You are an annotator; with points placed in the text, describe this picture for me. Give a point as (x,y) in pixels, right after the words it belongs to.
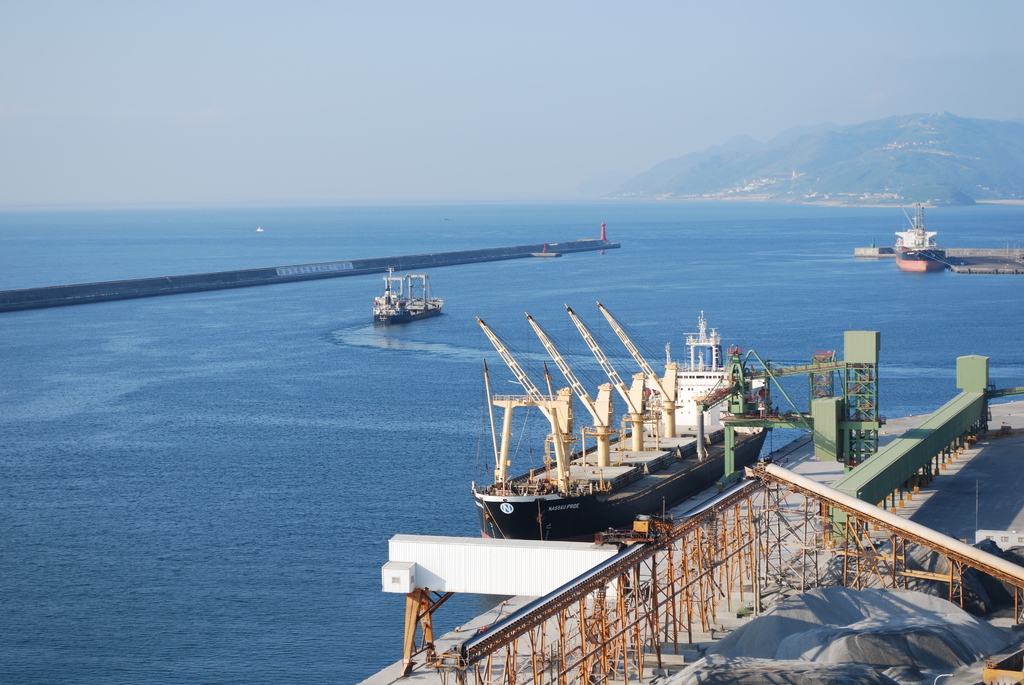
There are some ships (399,318) present on the surface of water (328,239) as we can see in the middle of this image (348,288). There is a mountain (693,180) on the right side of this image (898,164), and there is a sky (403,123) at the top of this image (440,77).
